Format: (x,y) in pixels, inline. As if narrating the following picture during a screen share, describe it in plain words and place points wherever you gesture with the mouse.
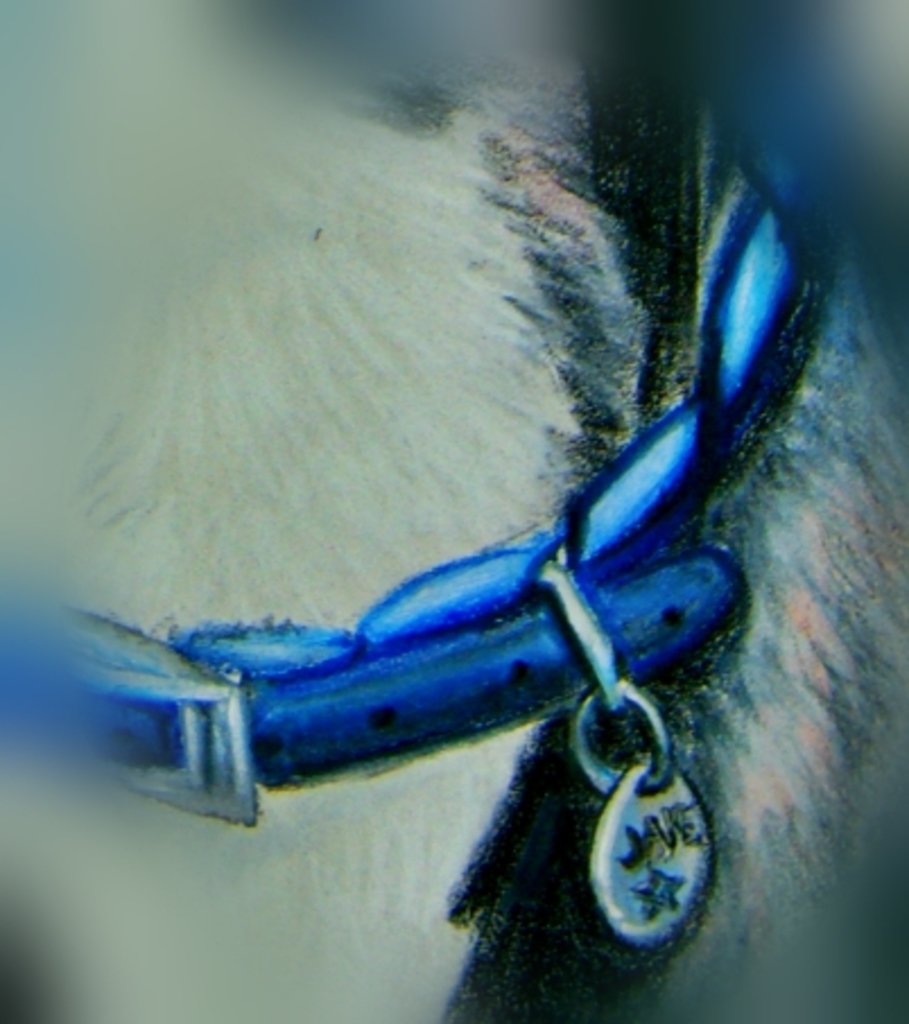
In this image we can see the picture of a belt (699,429) to an animal (542,304).
